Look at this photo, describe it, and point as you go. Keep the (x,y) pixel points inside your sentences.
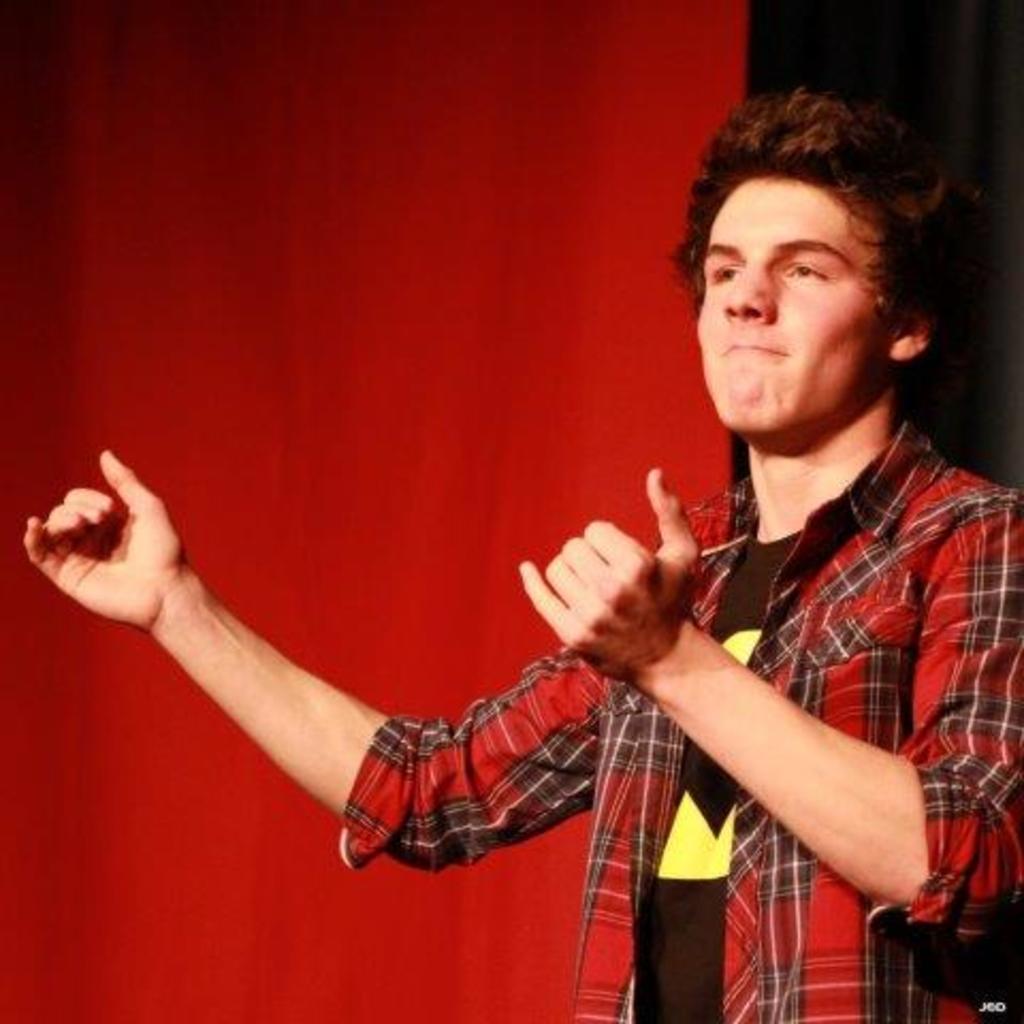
The man (711,566) in front of the picture wearing a black T-shirt (688,833) and red check shirt (598,840) is standing. Behind him, it is black in color. On the left side (133,398), we see a red color sheet (317,341).
